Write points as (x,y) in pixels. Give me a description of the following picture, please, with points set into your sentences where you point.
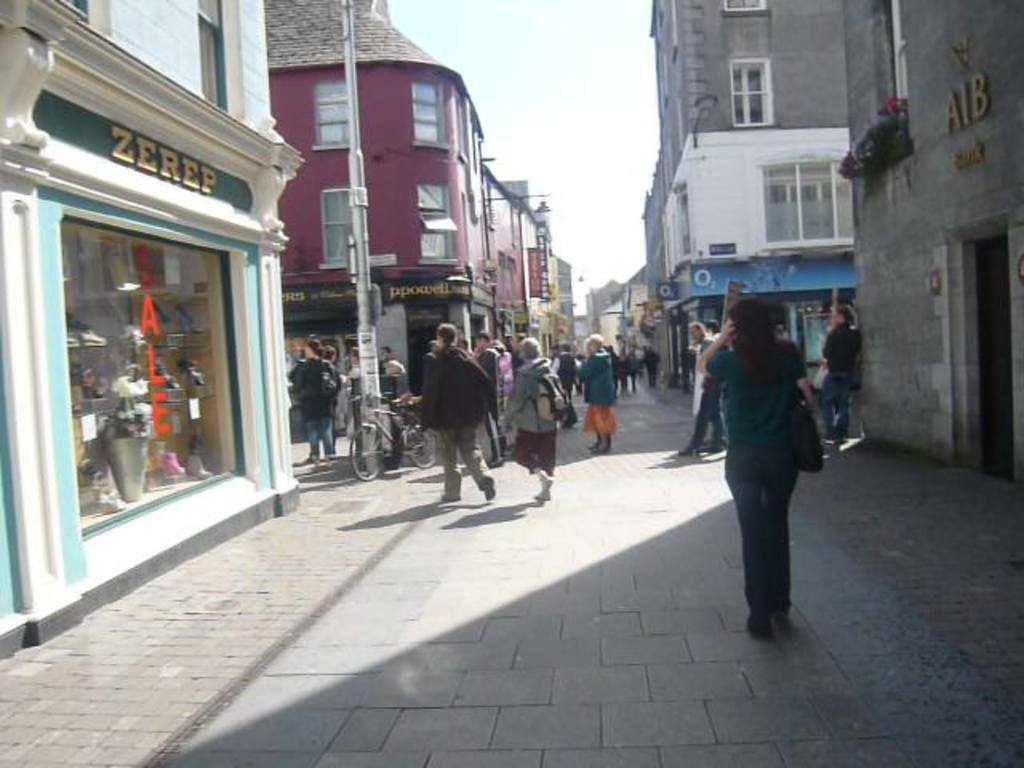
In this picture there are people (328,403) in the center of the image (650,374) and there are buildings (683,257) and stalls (46,299) on the right (741,184) and left side of the image (215,275), there is a pole (354,277) on the left side of the image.
